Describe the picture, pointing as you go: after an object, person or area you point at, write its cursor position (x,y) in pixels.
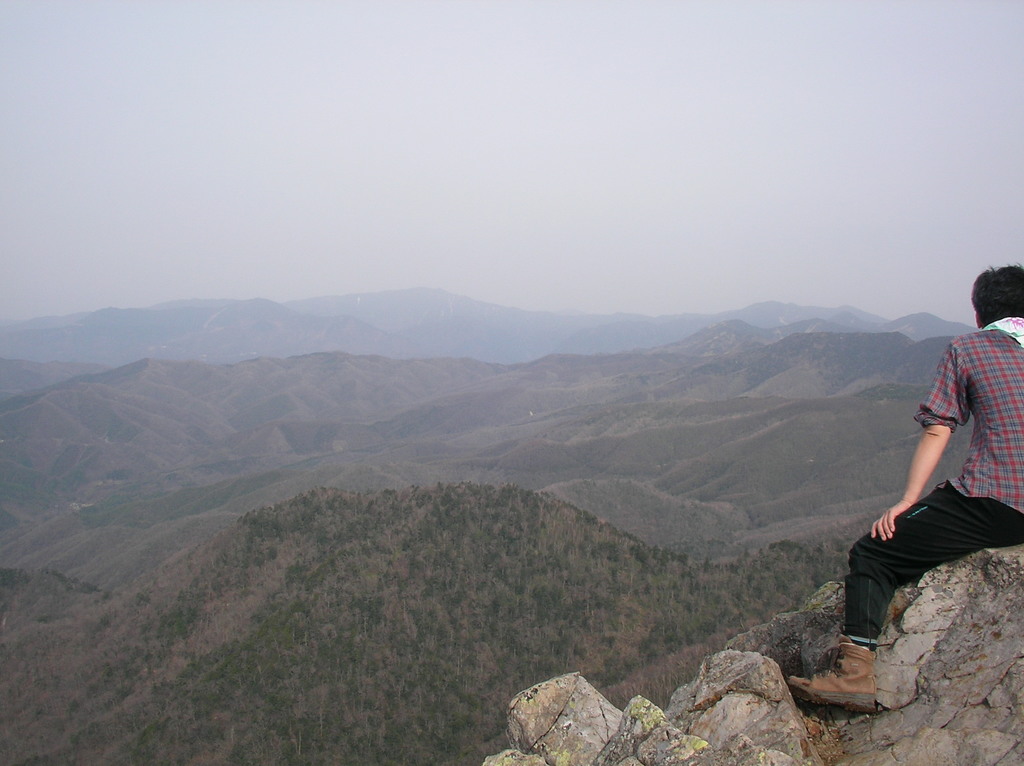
There is a person (888,557) sitting on the stones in the foreground area of the image (888,572), there are mountains (455,444) and the sky (190,276) in the background (262,299).
